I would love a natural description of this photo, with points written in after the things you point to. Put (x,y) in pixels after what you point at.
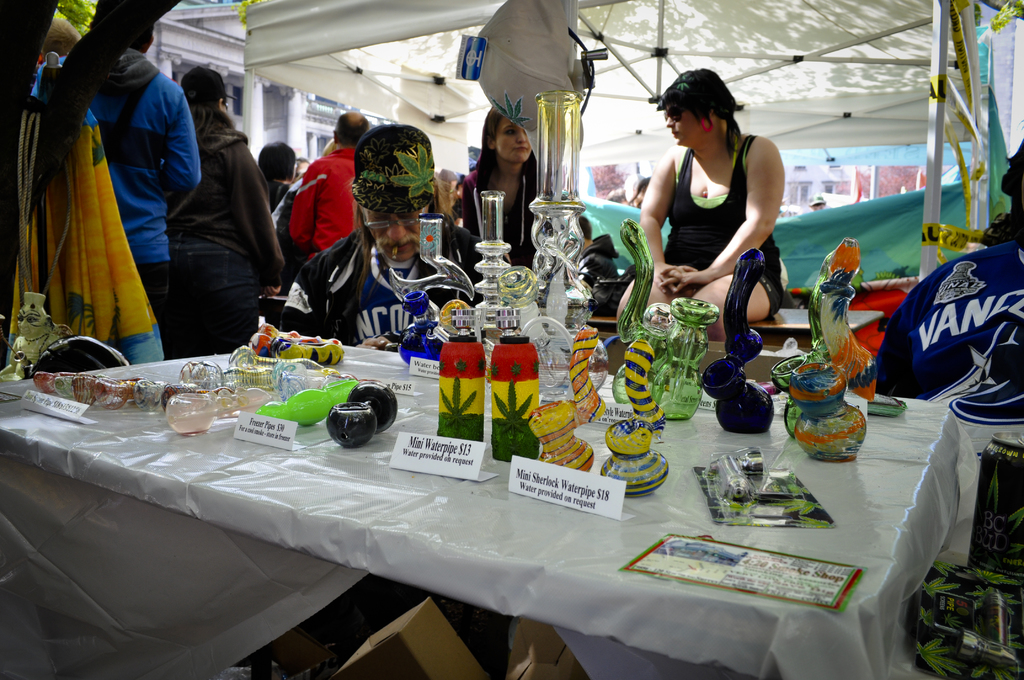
Here we can see a table (358,534) which is covered with cover (224,480). There are a lot of things (373,419) are kept on this table (831,477). Here we can see a man (317,271). In the background (241,234) we can see a few people (230,173) who are standing.
